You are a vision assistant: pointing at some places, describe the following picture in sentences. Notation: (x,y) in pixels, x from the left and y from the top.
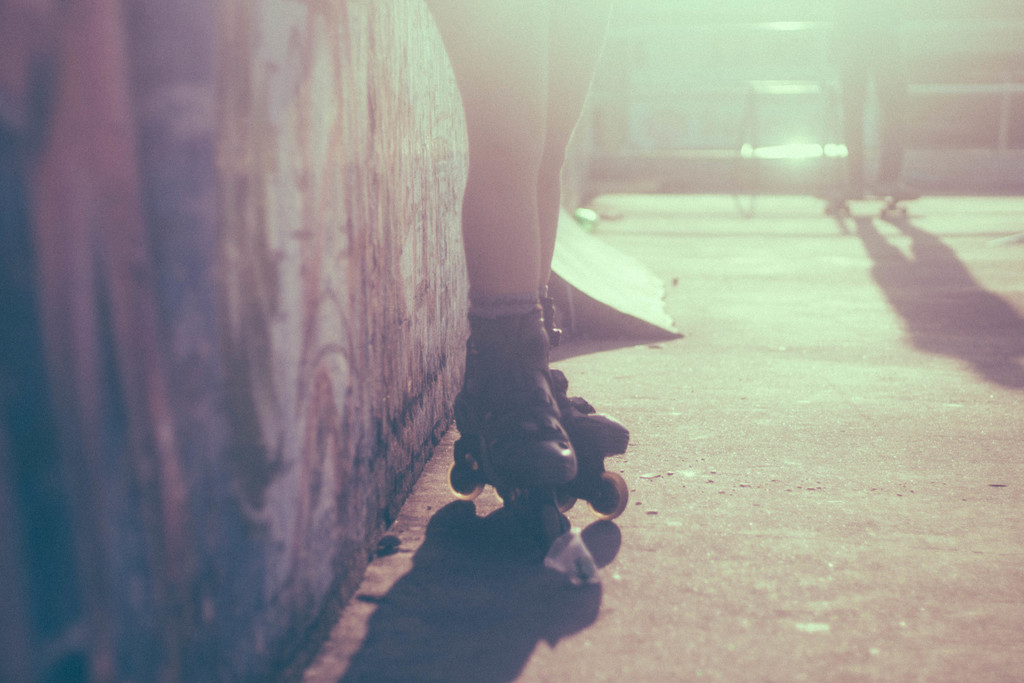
In this image there is skating area (814,542) in that area (947,513) there are two persons (481,453) skating, on the left side (201,99) there is wall (209,219).
